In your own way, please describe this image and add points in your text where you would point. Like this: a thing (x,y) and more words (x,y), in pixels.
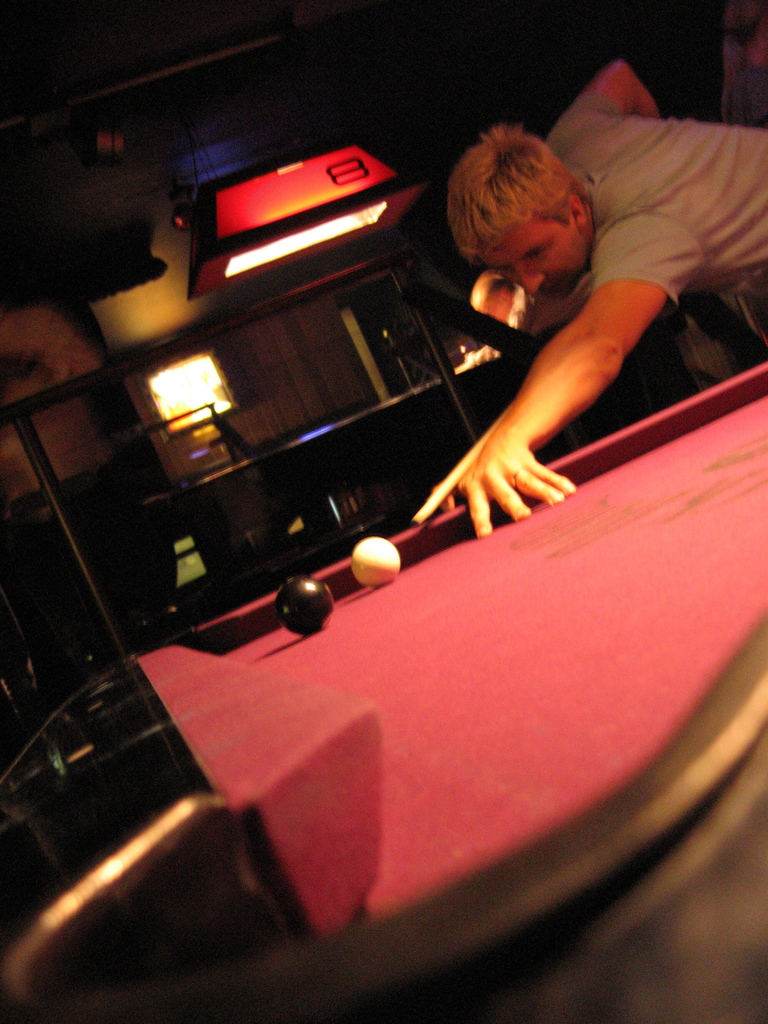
In this picture we can see a person (555,188) who is playing the snooker game and the snooker board (502,649) is in red color and the balls (307,603) on it are in black and white color and behind him there is a red light (315,193) and he is in ash shirt (635,217).
